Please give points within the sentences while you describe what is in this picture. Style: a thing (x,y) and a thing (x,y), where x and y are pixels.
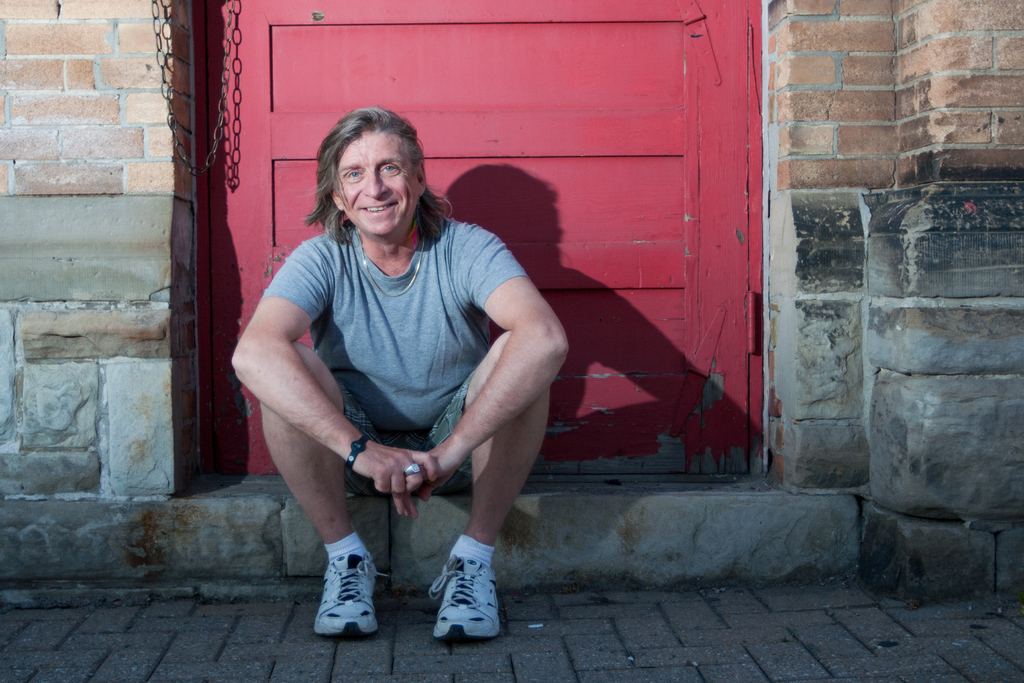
In the center of the image (432,344) we can see a man (395,398) sitting. In the background (233,76) we can see a door (583,97), wall (775,178) and a chain (226,57).
